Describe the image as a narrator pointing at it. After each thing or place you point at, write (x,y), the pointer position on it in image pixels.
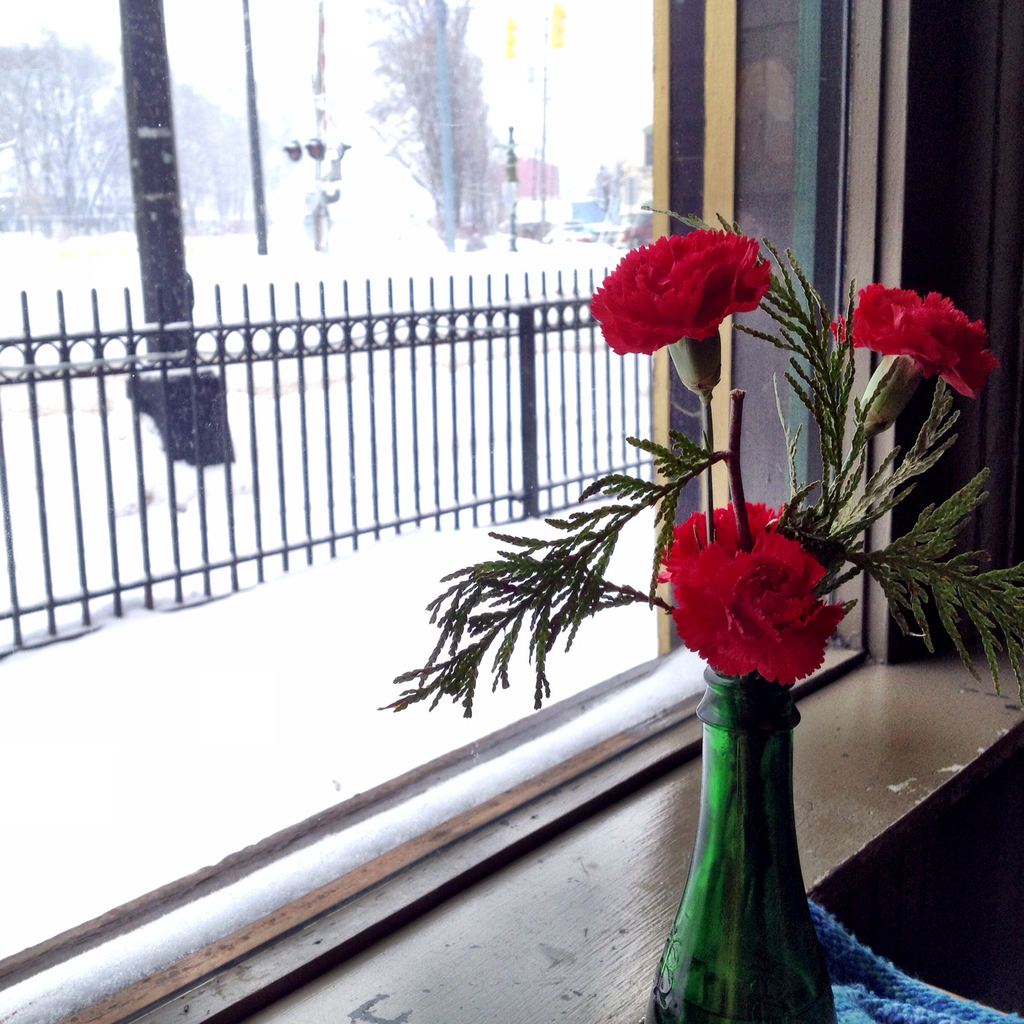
In this picture I can see the red flowers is kept on the green bottle (727,757) which is placed on the window (643,579). Through the window (811,726) I can see the black fencing (107,339), pole (137,228), car (522,228), snow (262,271), buildings (591,214) and other objects (492,229). In the bottom right corner (940,1009) there is a blue color cloth (940,992) near to the bottle (761,972). At the top (540,38) there is a sky (525,32).
